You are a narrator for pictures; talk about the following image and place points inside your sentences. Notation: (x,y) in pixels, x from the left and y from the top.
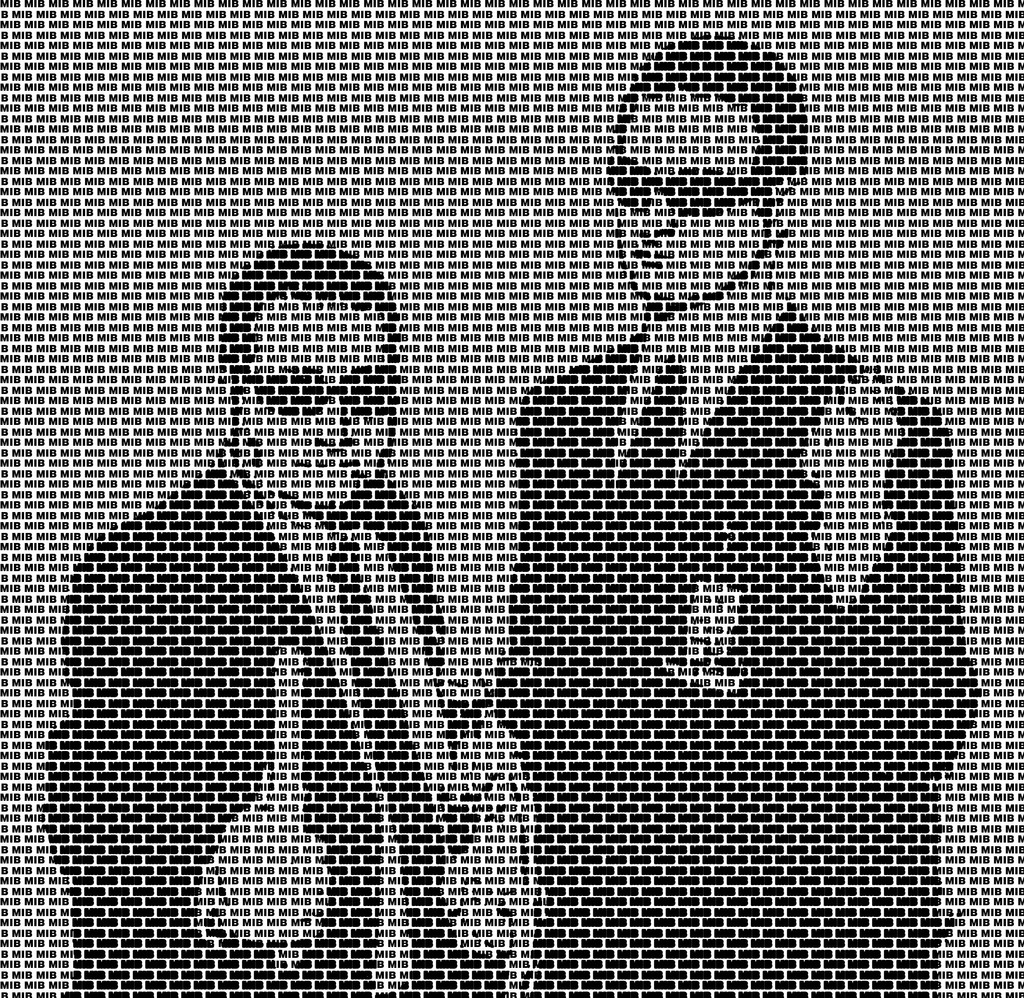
In this picture we can see monochrome image. On the right (683,174) we can see a man (759,612) who is wearing the suit (824,705) and goggles (663,175). Beside him we can see another man (330,478) who is holding a pipe (313,664).
